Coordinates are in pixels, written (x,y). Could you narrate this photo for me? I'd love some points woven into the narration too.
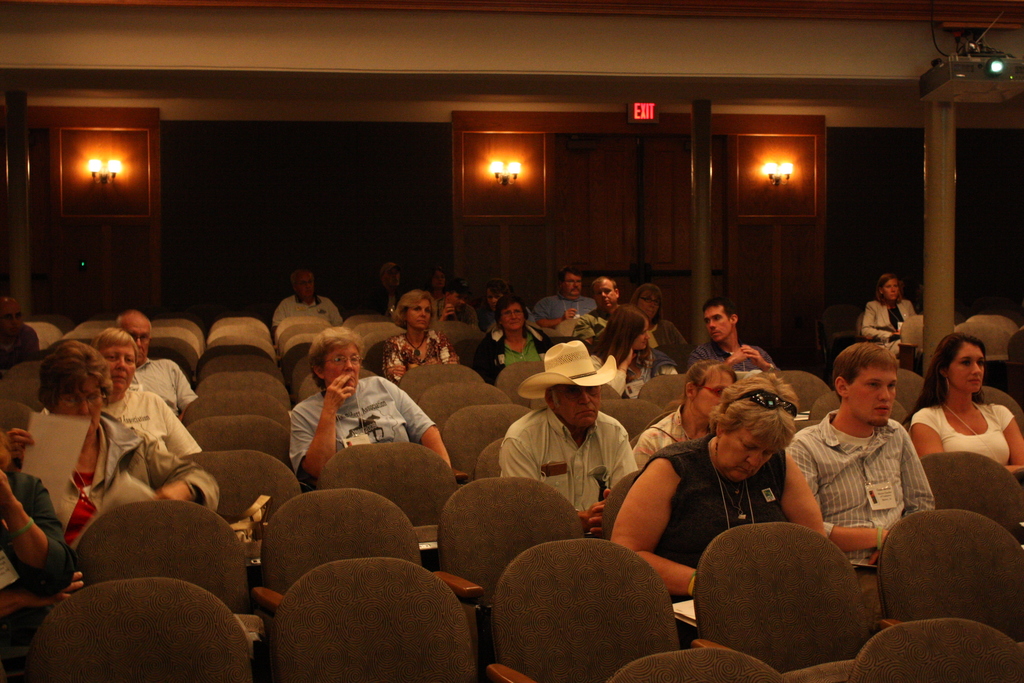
This picture is taken in a room (361,257). There are group of people (655,322) sitting on chairs (660,406). Towards the right (706,502), there is a woman (736,388) in black clothes (705,525) and she is writing something. Towards the left (109,501), there is another person (113,484) and he is holding a paper (35,422). In the center (559,411), there is a man (546,430) wearing a cream shirt (563,434) and cream hat (577,375). In the background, there are lights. At the top right (931,80), there is a projector (1009,74).
